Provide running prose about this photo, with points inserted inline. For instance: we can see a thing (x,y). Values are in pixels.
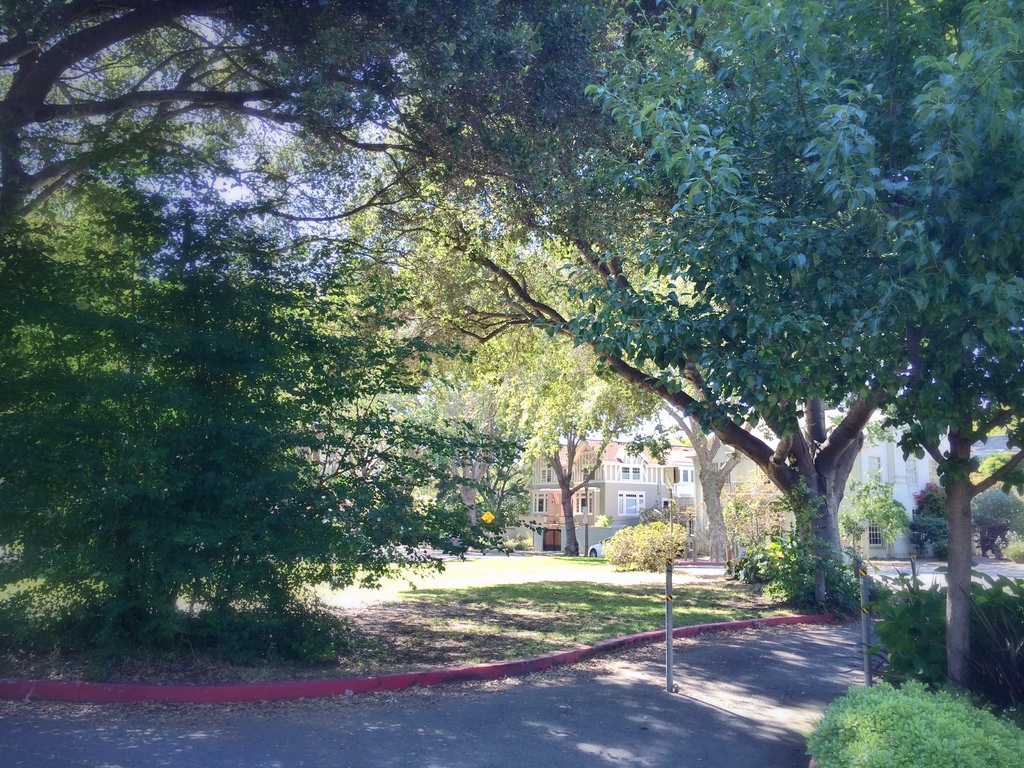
In this picture I can see the road (640,725) in front (496,757) and I see number of trees (854,366) and in the background (544,520) I see the buildings (664,497) and I see a car (595,549) in front of a building (601,492).
